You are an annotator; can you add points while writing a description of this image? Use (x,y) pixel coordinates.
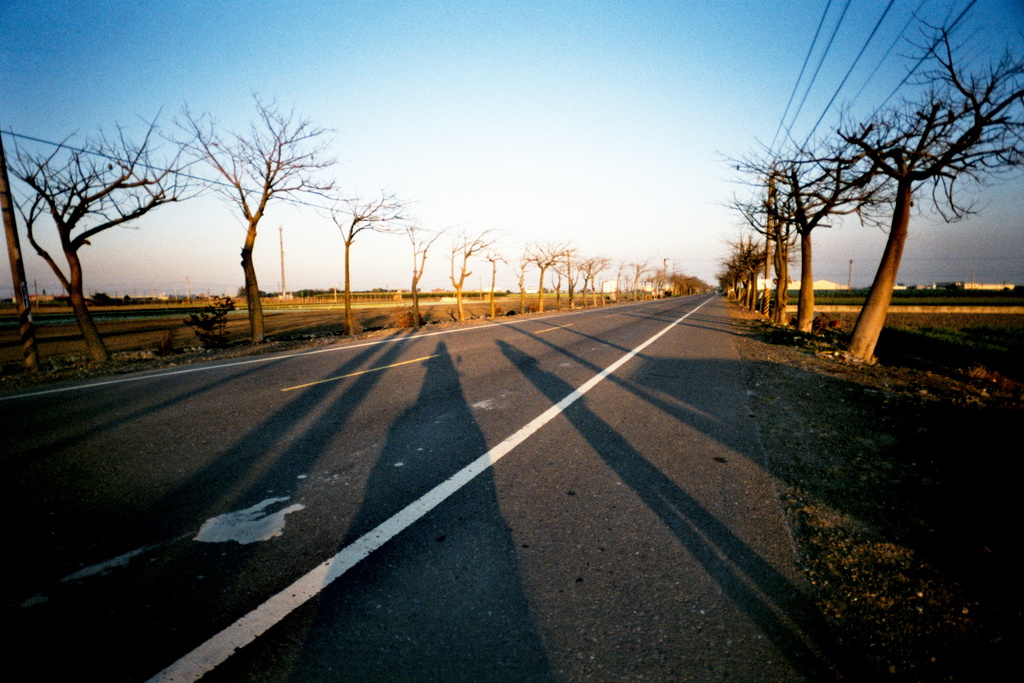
In the image we can see a road (463,382) and white lines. These are the electric wires (831,99), plant (215,322), trees (493,269) and a sky (423,65).
